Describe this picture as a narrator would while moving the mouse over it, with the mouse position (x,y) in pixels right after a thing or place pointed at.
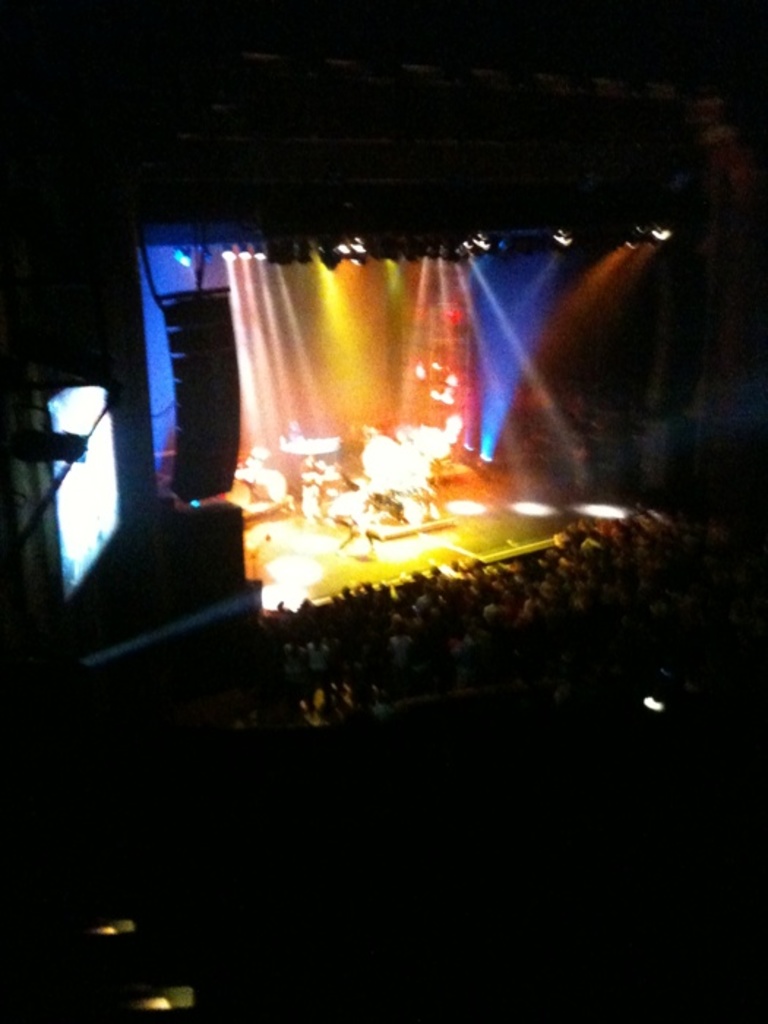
This image is taken from top angle. At the center of the image (297,549) there is a stage (346,500) with some instruments (413,498), in front of the stage (378,579) there are some audience (496,585) and the background (684,156) is dark.
